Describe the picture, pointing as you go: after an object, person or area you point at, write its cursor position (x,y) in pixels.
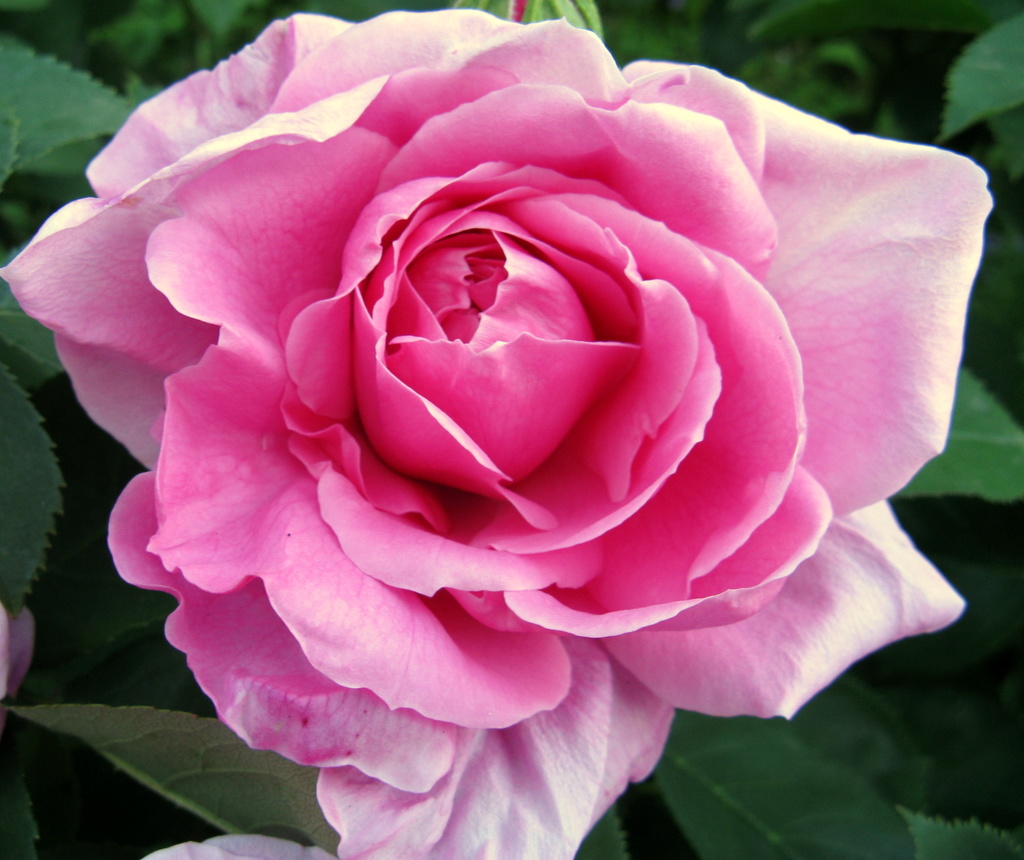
In this picture there is a pink color rose (673,260) on the plant (847,121). At the back (526,11) there is a bud (564,8) on the plant (958,30).
